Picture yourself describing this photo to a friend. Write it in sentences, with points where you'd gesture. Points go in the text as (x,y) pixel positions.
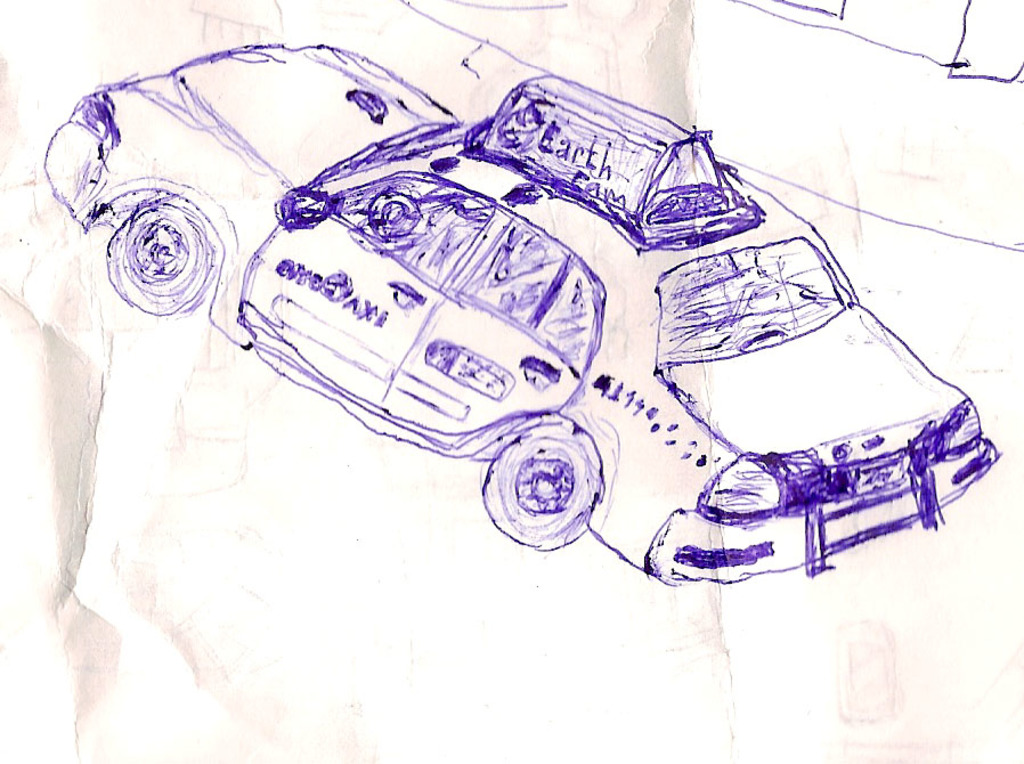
In this image I can see the sketch (418,287) of a car (444,287) with a blue colored pen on the white colored paper (781,199).
